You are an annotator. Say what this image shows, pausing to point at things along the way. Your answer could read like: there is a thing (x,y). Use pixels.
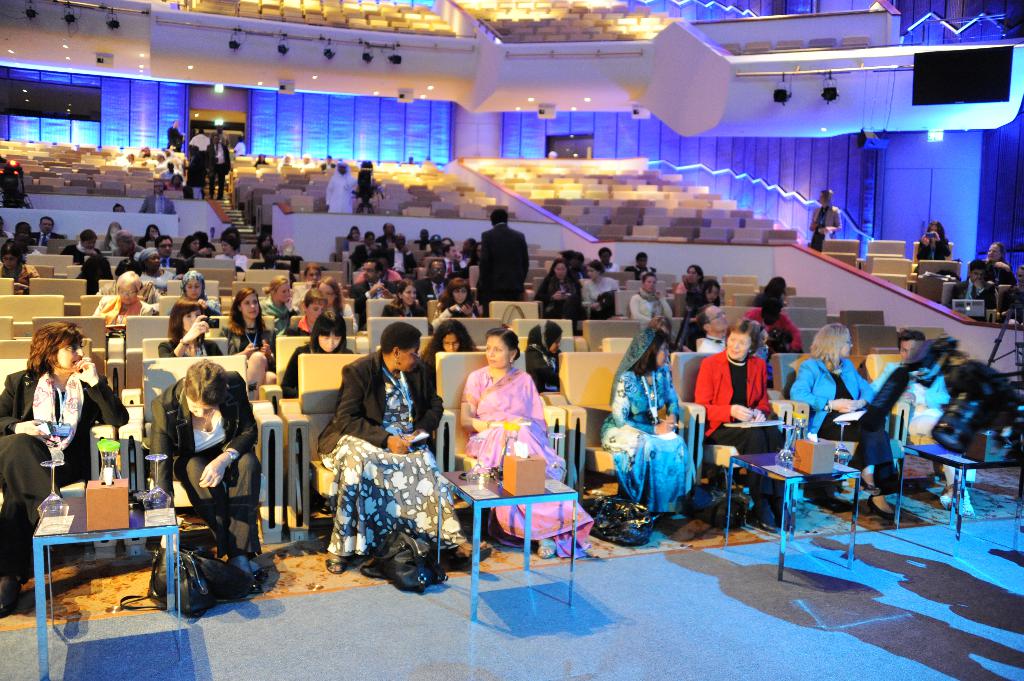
This image is clicked in an auditorium (469,319). There are many people (308,297) sitting on the chairs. In the foreground (126,538) there are tables (749,459). There are glasses (158,486) and boxes (116,513) on the table (788,471). In the background (210,177) there are a few people (189,162) standing. Behind them there is a wall (464,111). There are lights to the ceiling (287,74).
